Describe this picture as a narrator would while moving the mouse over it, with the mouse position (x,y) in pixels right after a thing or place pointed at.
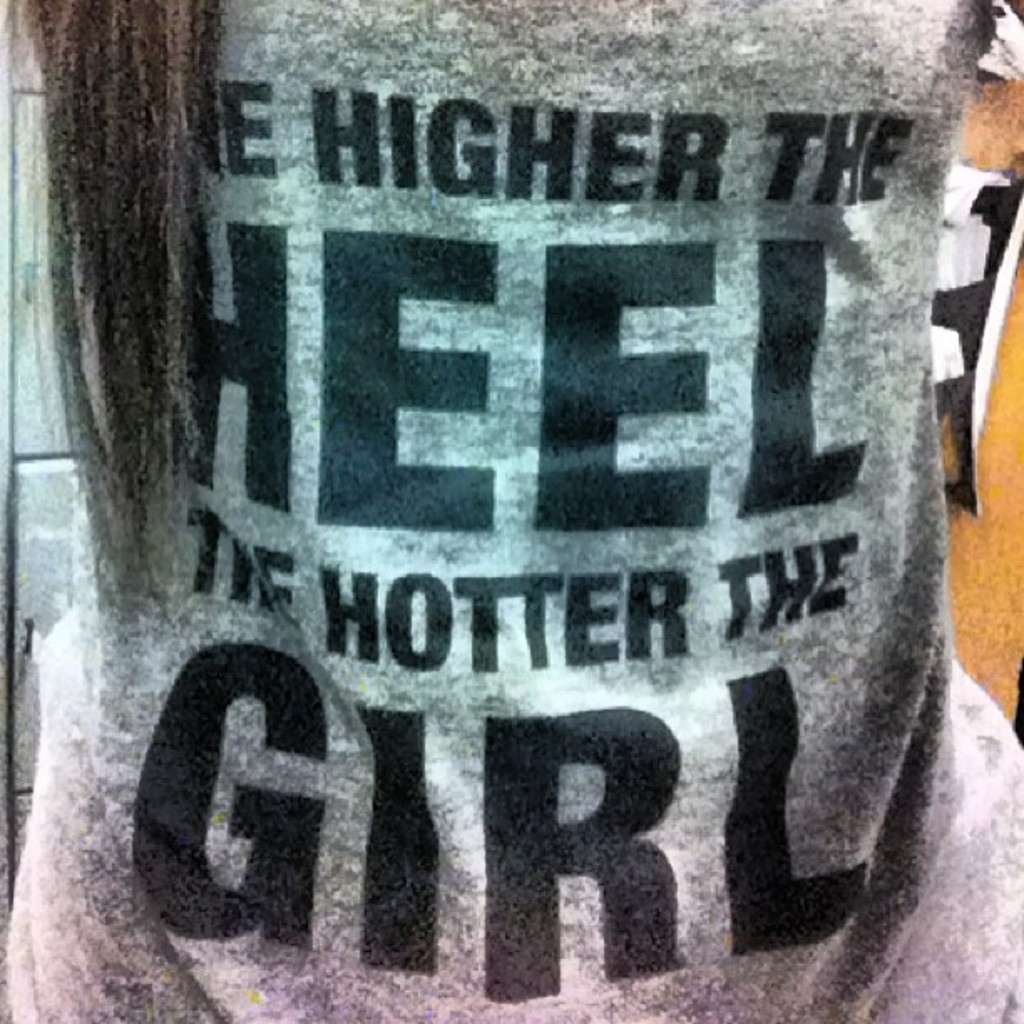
In this image we can see a t-shirt (235,544) with some text (265,445) on it.
